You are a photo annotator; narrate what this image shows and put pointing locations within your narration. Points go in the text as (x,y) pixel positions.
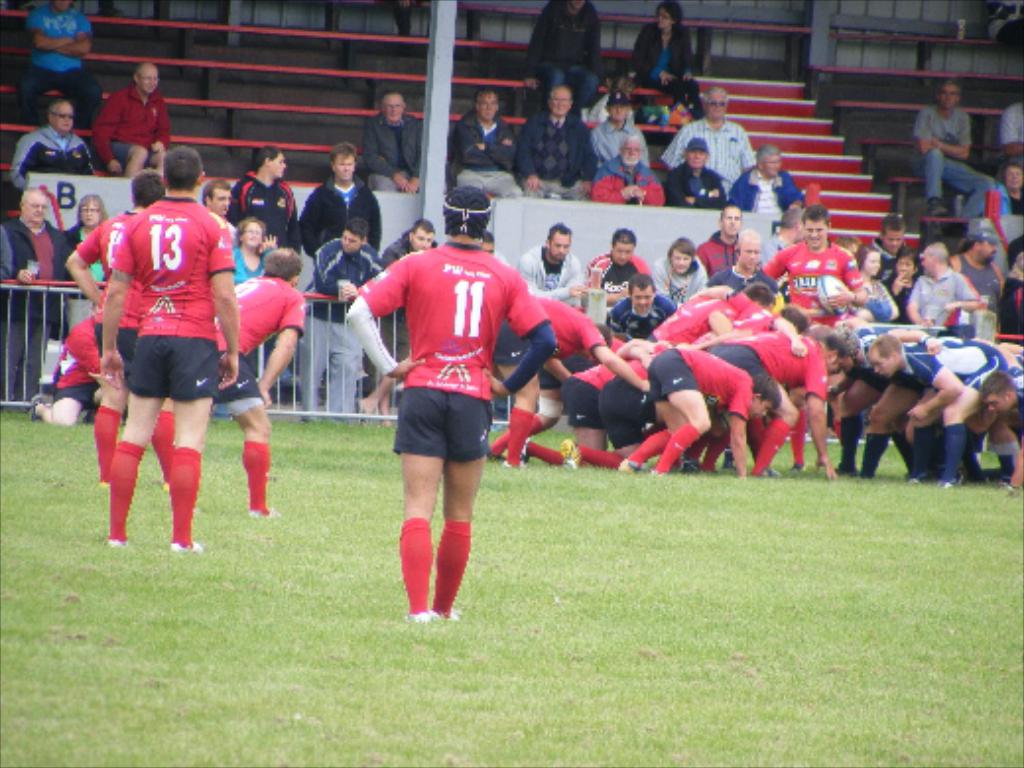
In this picture I can observe some people (680,380) playing rugby. There are red and blue color jerseys (478,289). I can observe some grass (234,607) on the ground (351,595). There are some people (352,243) standing behind the railing (25,330). Some of them are sitting on the steps (818,166) and benches (360,78). There are men (384,105) and women (96,221) in this picture.
